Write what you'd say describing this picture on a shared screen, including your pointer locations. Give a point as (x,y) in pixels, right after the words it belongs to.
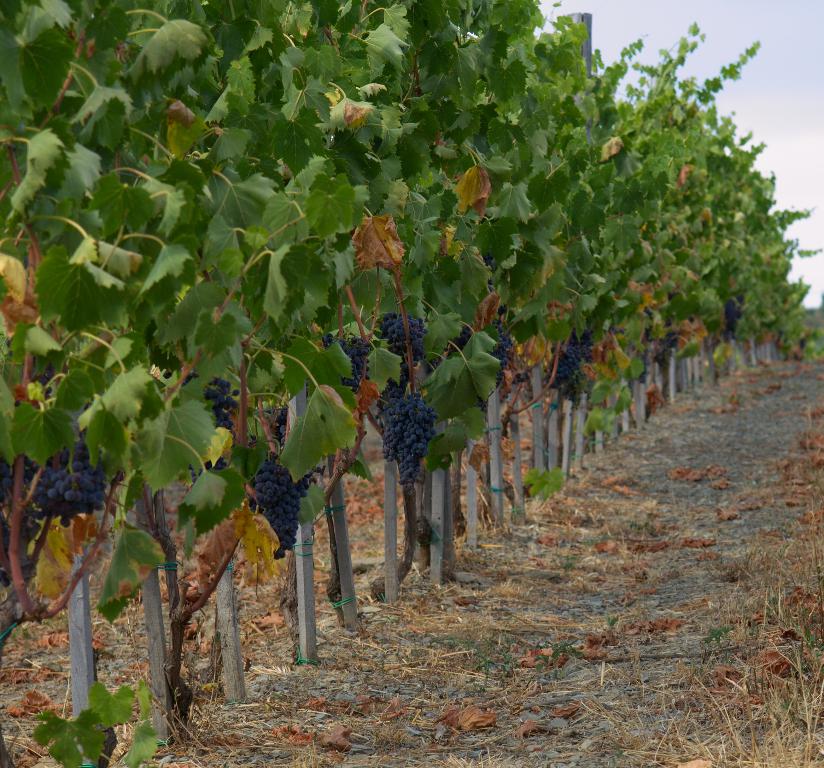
This picture is clicked outside. On the left (270,482) we can see the bunches (300,479) of grapes (292,509) hanging on the trees (353,441) and we can see the poles (88,630) and the dry leaves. In the background (732,26) there is a sky (808,149).
